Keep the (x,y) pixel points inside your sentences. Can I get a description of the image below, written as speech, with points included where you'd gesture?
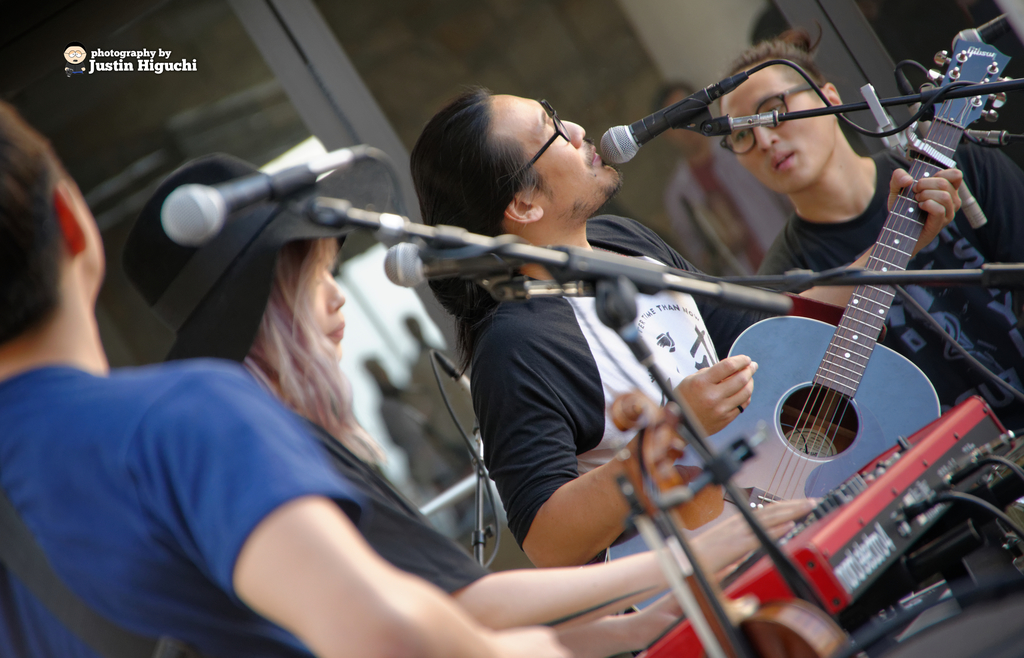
In the picture we can find some people (5,139). One man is singing the song in microphone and holding a guitar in his hand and woman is playing a keyboard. In the background (39,109) we can find wall (64,87).
